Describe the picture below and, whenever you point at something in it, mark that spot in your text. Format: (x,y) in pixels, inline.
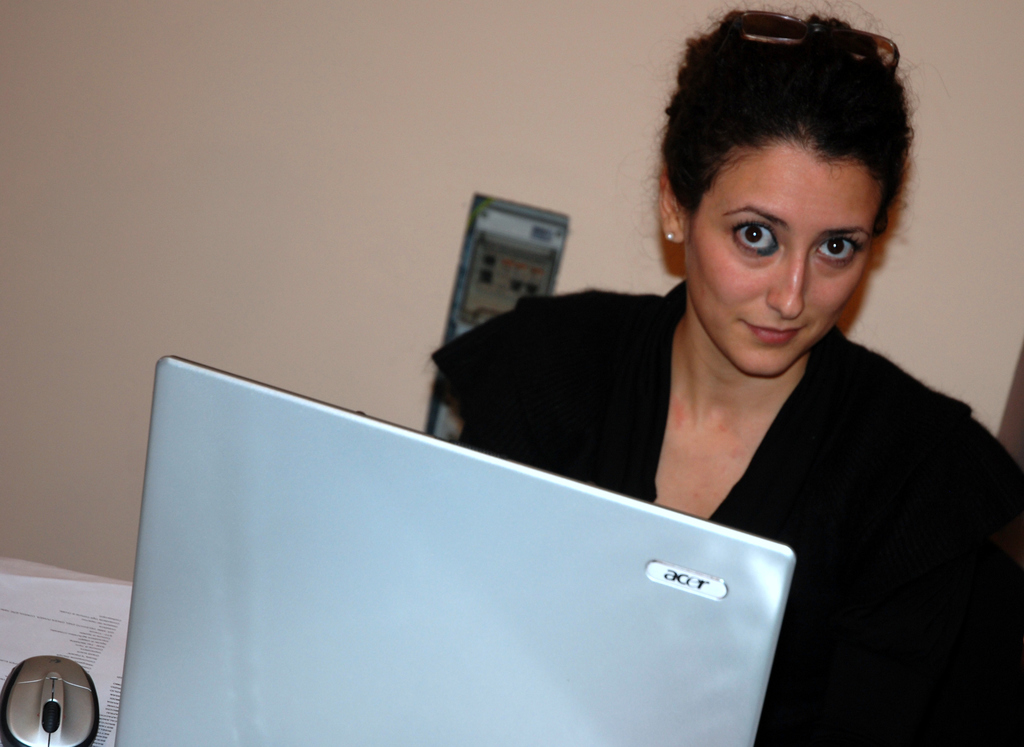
In this image there is one person (710,364) on the right side of this image (789,350) and there is one laptop (438,548) on the bottom of this image (549,599), and there is one mouse (61,699) and one book (61,628) is on the bottom left corner of this image (75,626), and there is a wall (362,114) in the background (439,117). There is one object (495,310) is at middle of this image (503,299).
